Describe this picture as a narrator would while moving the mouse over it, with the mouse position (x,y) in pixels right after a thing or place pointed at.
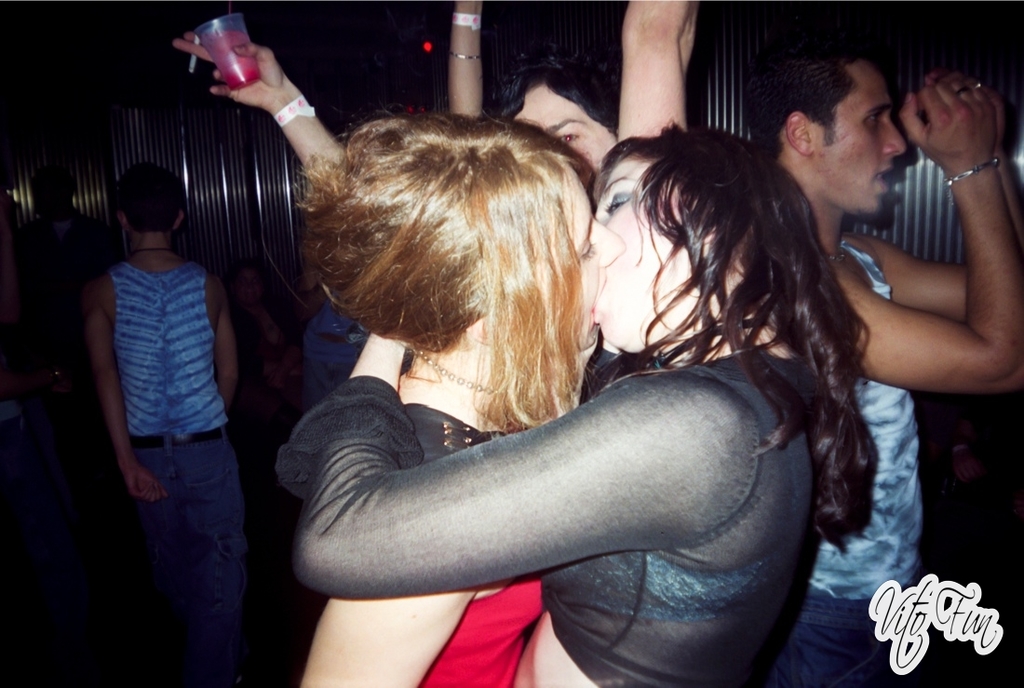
In this image, we can see two persons (539,407) wearing clothes (430,506) kissing each other. There is an another person (210,371) on the left (122,401) and on the right side of the image (900,297).
